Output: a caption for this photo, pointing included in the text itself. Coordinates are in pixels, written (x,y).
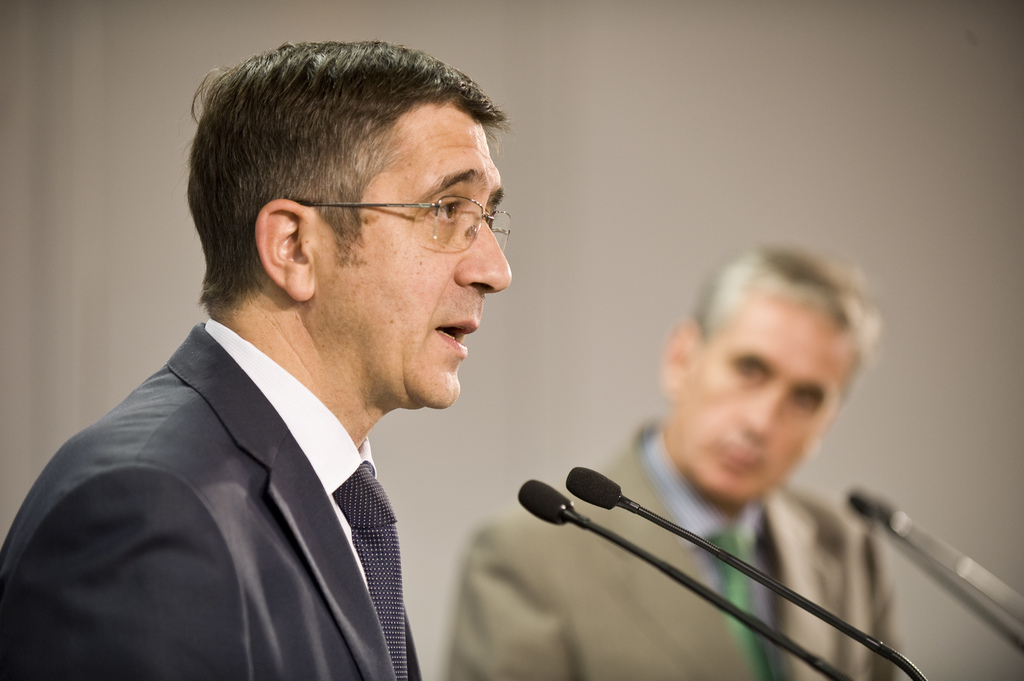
In this picture we can see two men (834,580) wore blazers (707,657), ties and in front of them we can see mics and in the background (693,139) we can see the wall (683,240).
